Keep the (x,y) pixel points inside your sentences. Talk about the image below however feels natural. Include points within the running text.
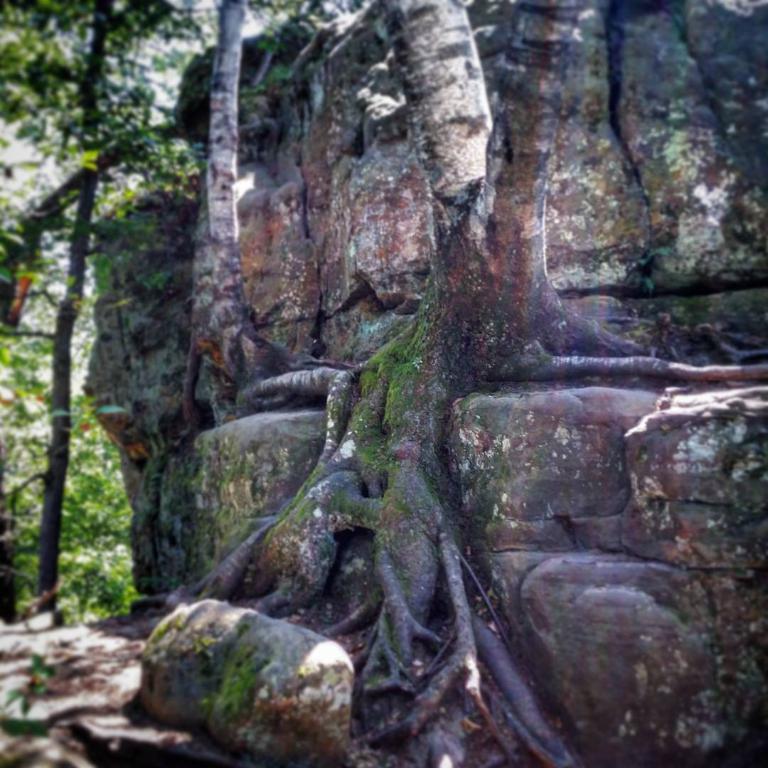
In this picture there are trunk (422,321) of trees (508,249) and few rocks (404,234) and there are few trees (76,212) in the left corner (30,211).
